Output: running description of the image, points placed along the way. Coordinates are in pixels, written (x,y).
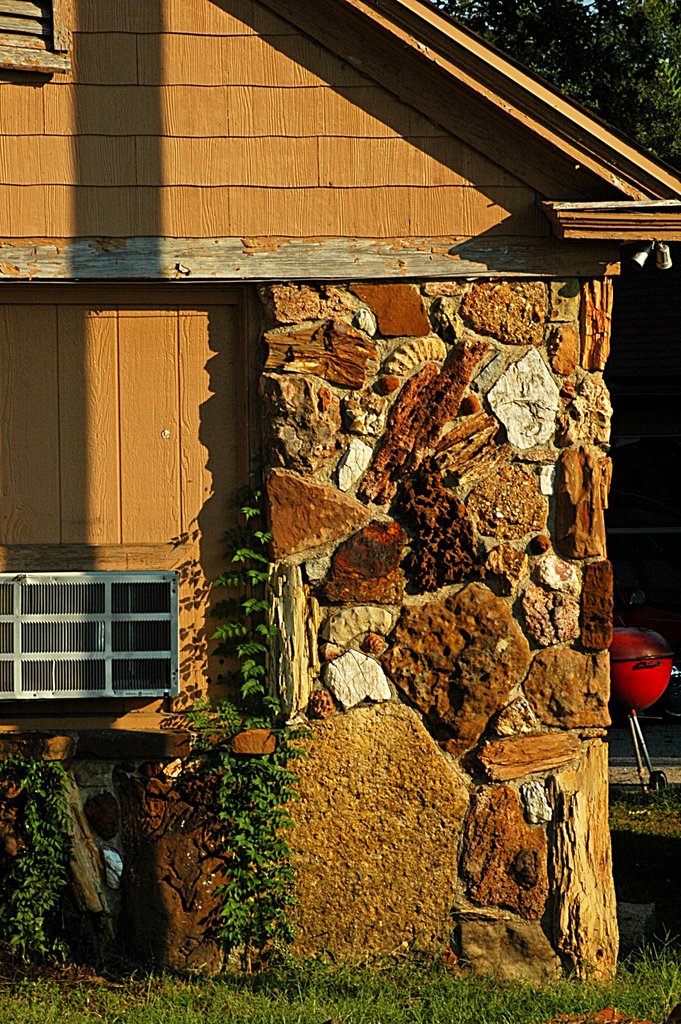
In this image there is a shed (401,509) and we can see grass (350,964). There are plants (235,822). In the background (589,13) there is a tree (602,49) and we can see a charcoal bbq (643,746).
